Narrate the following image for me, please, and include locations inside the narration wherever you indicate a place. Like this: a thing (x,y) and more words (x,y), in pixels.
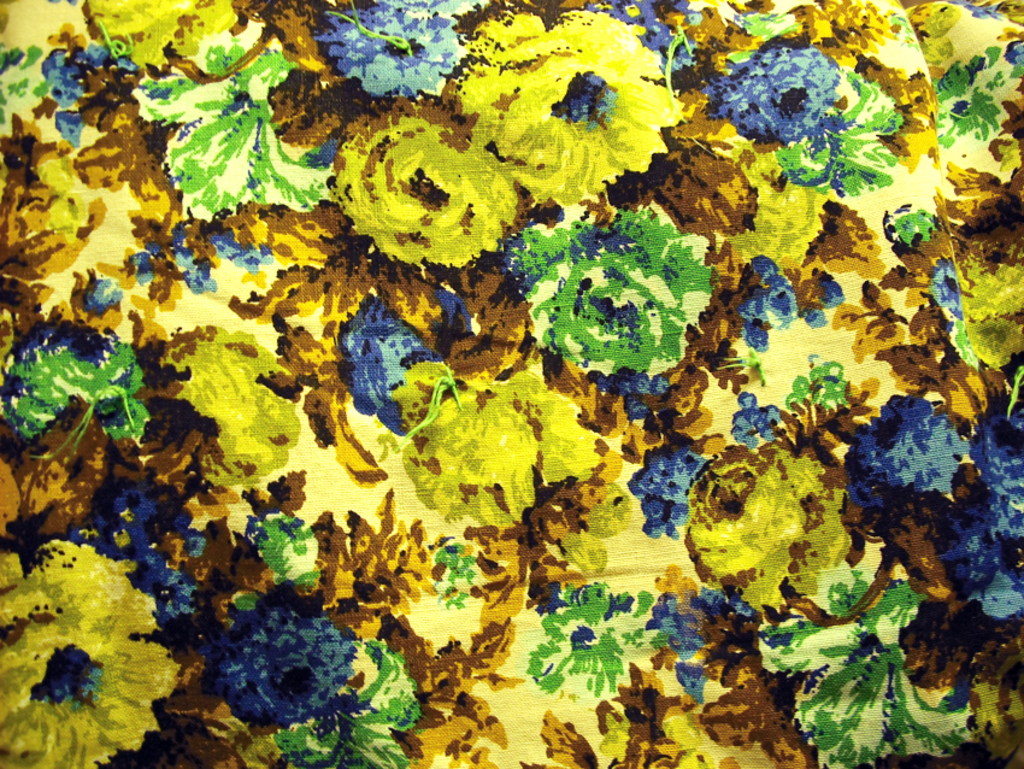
This is the picture of a fabric (383,333) with yellow and blue colored flowers (611,171), and leaves (264,172).
